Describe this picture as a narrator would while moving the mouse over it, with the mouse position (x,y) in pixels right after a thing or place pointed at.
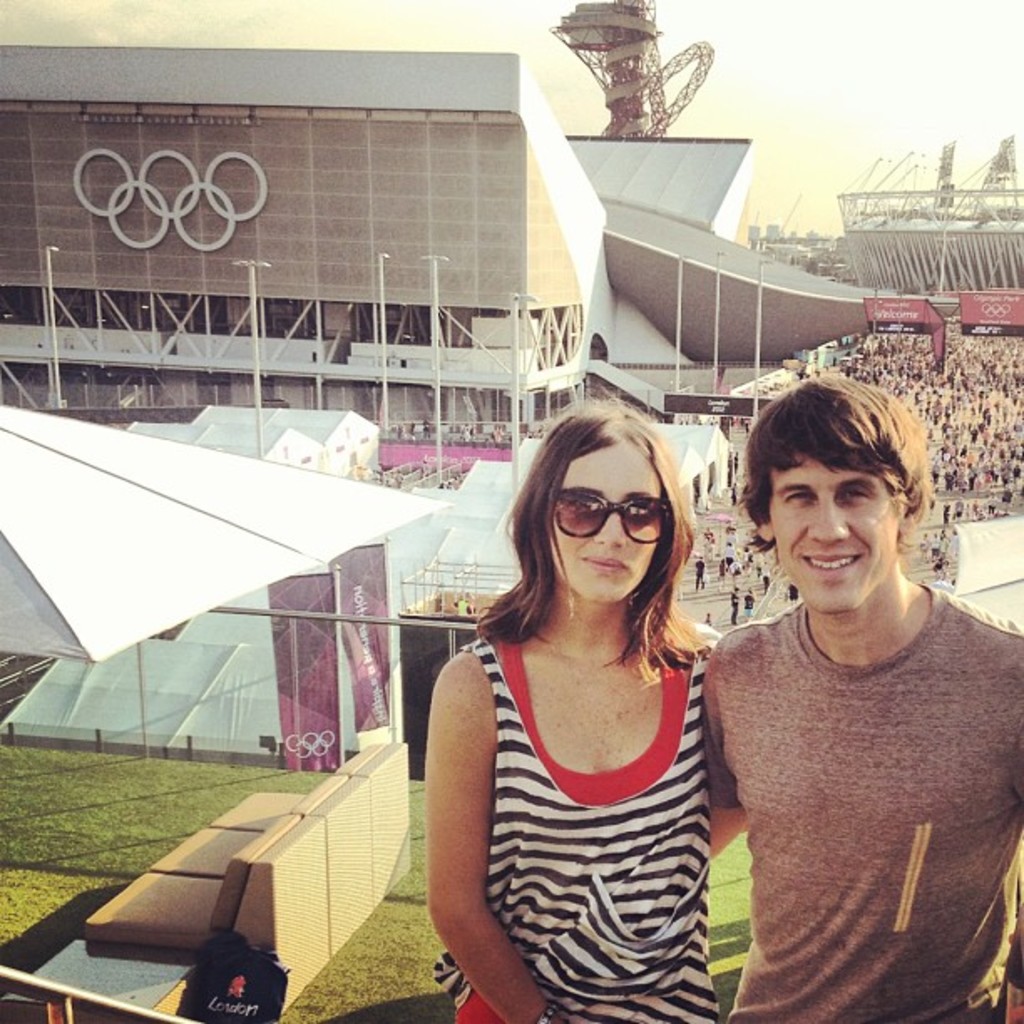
In this picture we can see there are two persons (645,878). Behind the persons (654,708), there are stalls (165,691), grass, banners (342,576), groups of people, buildings (402,253) and the sky (747,103).
